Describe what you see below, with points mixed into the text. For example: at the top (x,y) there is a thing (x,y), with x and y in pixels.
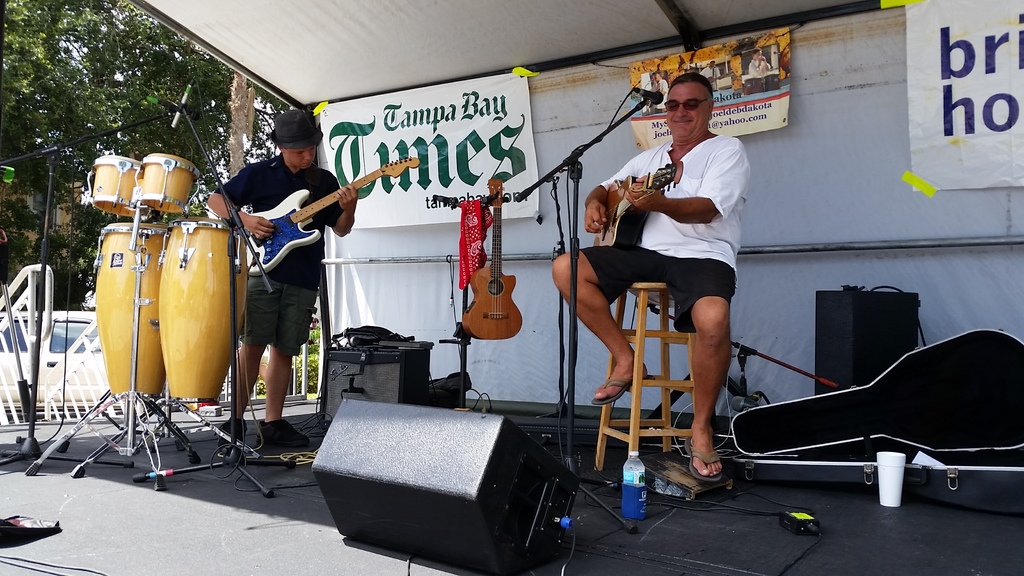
In this image there are two persons (660,271) playing a musical instruments (356,180) at the background (182,133) we can see a tree (102,141).
